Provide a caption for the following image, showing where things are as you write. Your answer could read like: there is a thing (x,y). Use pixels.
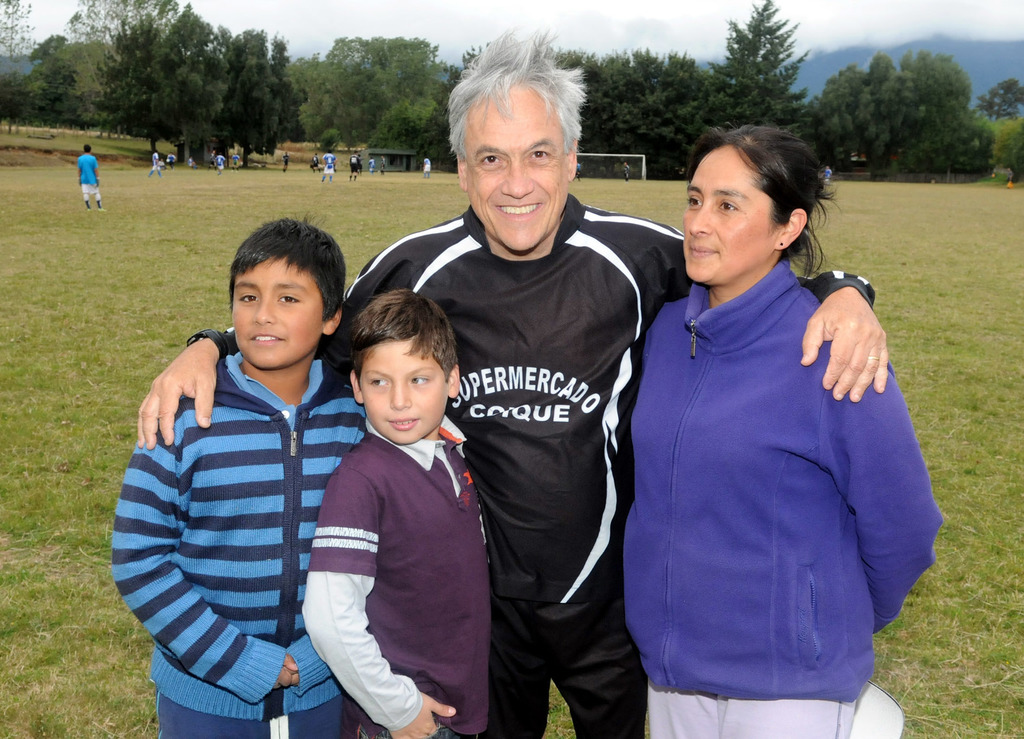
In this image we can see a group of people (488,379) standing on the ground (67,278). We can also see the grass (107,350), some people (354,152) and a goal post (597,159) on the ground (582,194). On the backside (649,150) we can see a group of trees (653,165), the hills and the sky (591,20) which looks cloudy.
